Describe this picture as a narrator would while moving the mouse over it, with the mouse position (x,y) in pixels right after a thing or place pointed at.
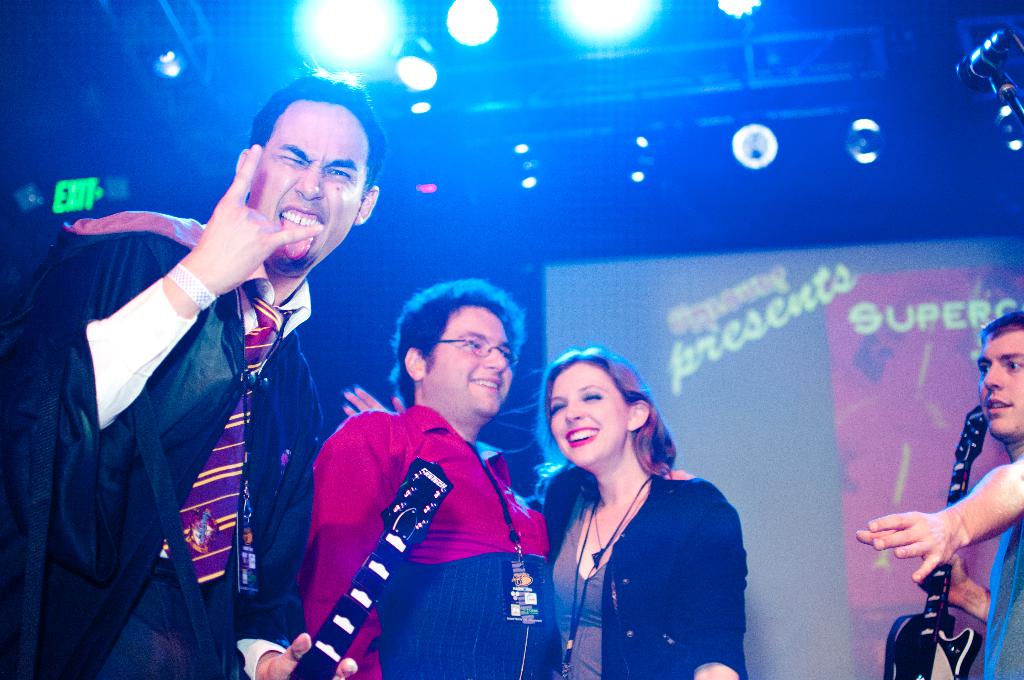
Three people (346,419) are standing and smiling and at the top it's a light (377,56).
